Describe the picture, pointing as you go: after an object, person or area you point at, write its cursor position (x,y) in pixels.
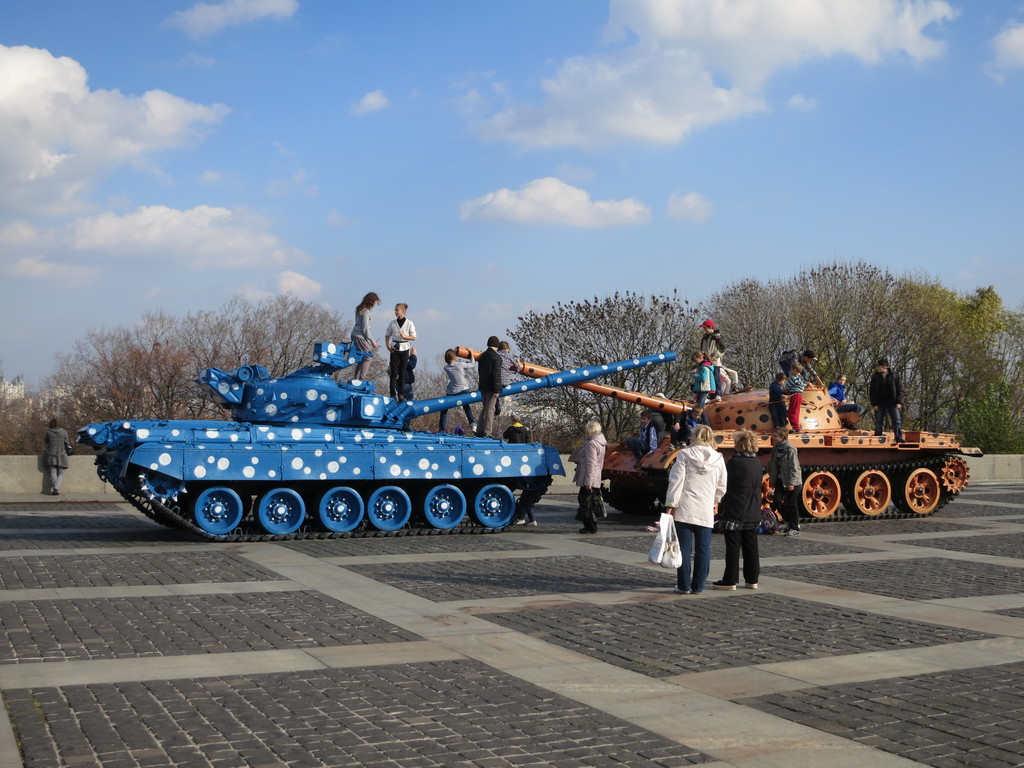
In this image, we can see two battle tanks (378,527). There are some people (753,519) standing, we can see some trees (958,325). At the top (497,111) we can see the sky (497,111).
